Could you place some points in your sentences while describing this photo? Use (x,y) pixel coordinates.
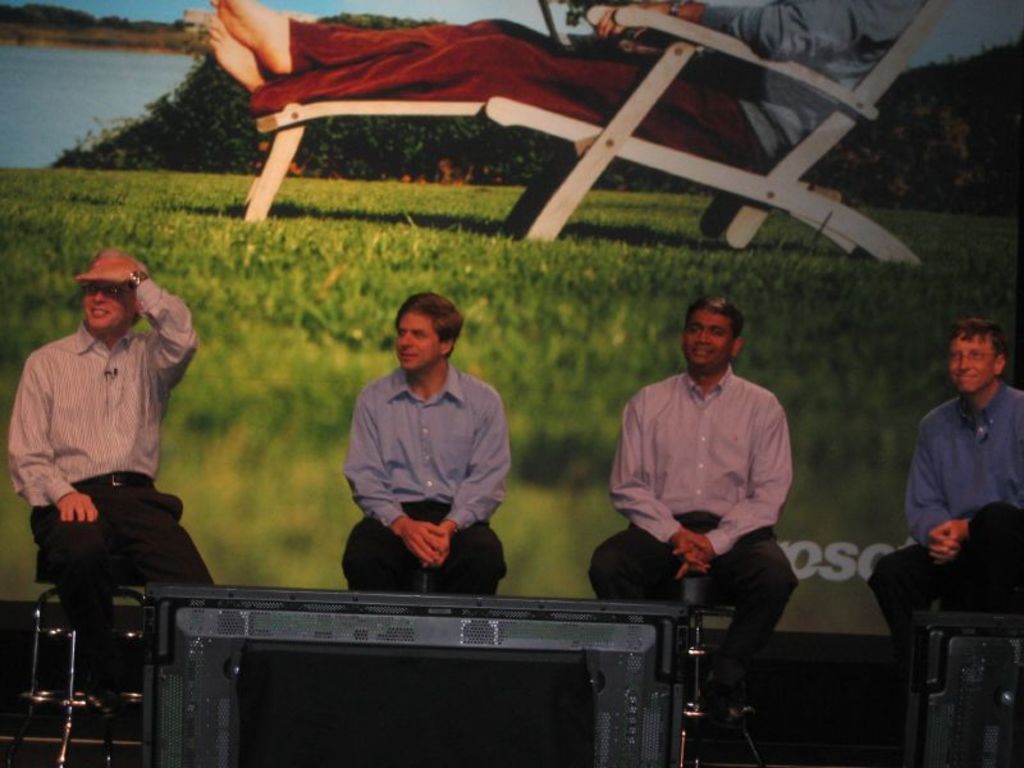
In this picture I can see there are four people (76,502) sitting and smiling and they are wearing shirts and in the backdrop (589,168) there is a screen (608,173) and a person (699,120) sitting on the chair (261,130).
